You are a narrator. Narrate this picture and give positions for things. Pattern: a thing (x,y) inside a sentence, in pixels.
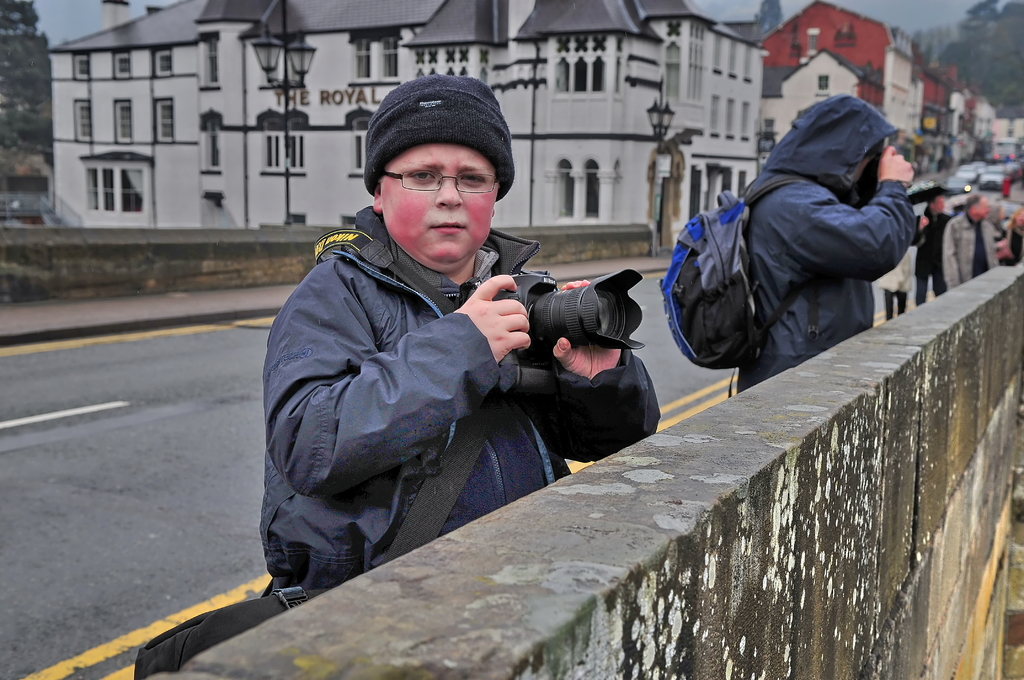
In this picture I can observe a person (470,312) holding a camera (536,302) in his hand (494,324). On the right side (879,239) I can observe few people (817,248). In front of the people (768,258) there is a wall (677,514). In the background (617,118) there are buildings (159,77).
